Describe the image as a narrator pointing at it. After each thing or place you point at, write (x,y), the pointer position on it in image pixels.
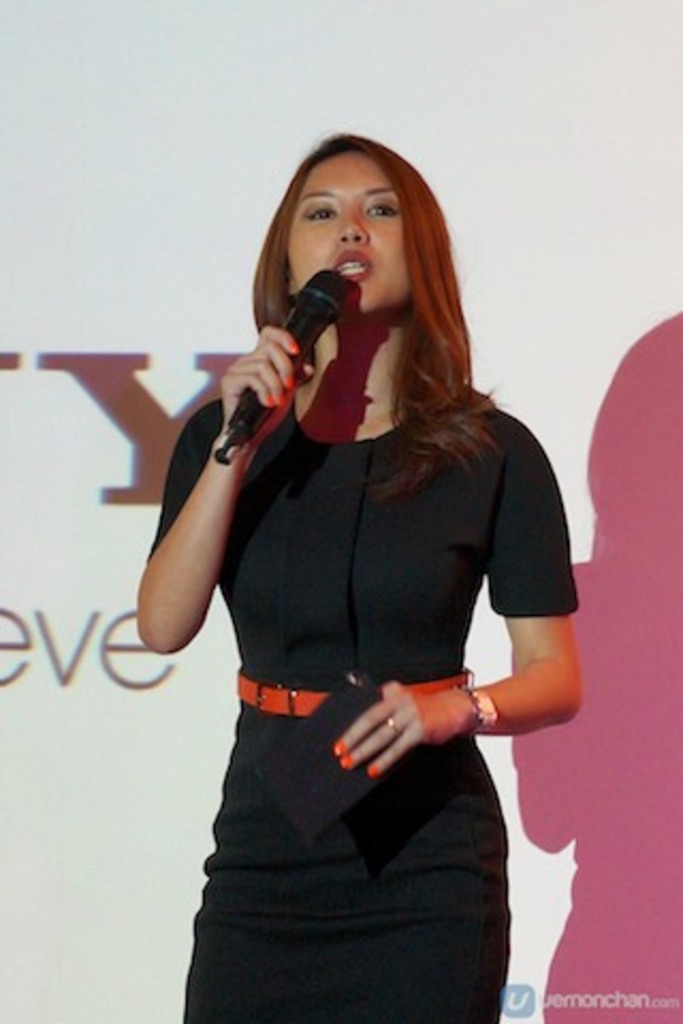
This image consists of a woman (386,740) who is wearing black dress (422,669). She has a watch (483,715) to her hand (444,736). She is holding the mic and talking something.
